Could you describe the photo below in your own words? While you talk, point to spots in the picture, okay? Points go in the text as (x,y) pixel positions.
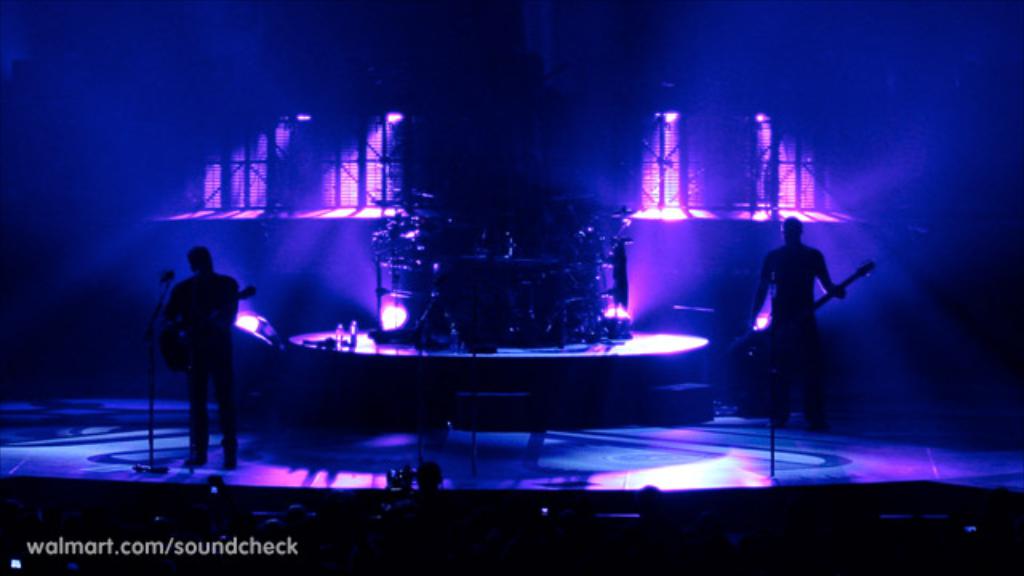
In the picture we can see a dark room (689,255) inside it we can see a stage (724,469) with two people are standing with a musical instruments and playing it and behind them we can see a drum set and behind it we can see some lights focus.
